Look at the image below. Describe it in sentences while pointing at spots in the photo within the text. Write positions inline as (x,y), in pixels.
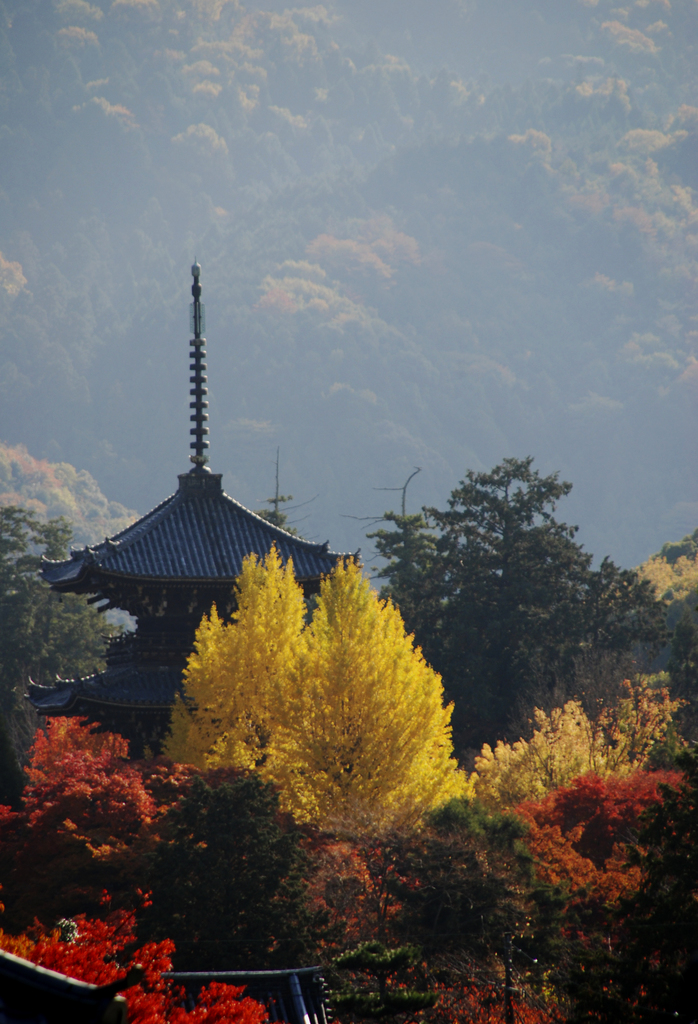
In the foreground of the image (411,1004) we can see different color trees (328,944). In the middle of the image (237,564) we can see houses like structure (90,577) and a pole (201,428) on the top of the house (87,568) and trees (519,550). On the top of the image (431,224) we can see the hills (439,244).
